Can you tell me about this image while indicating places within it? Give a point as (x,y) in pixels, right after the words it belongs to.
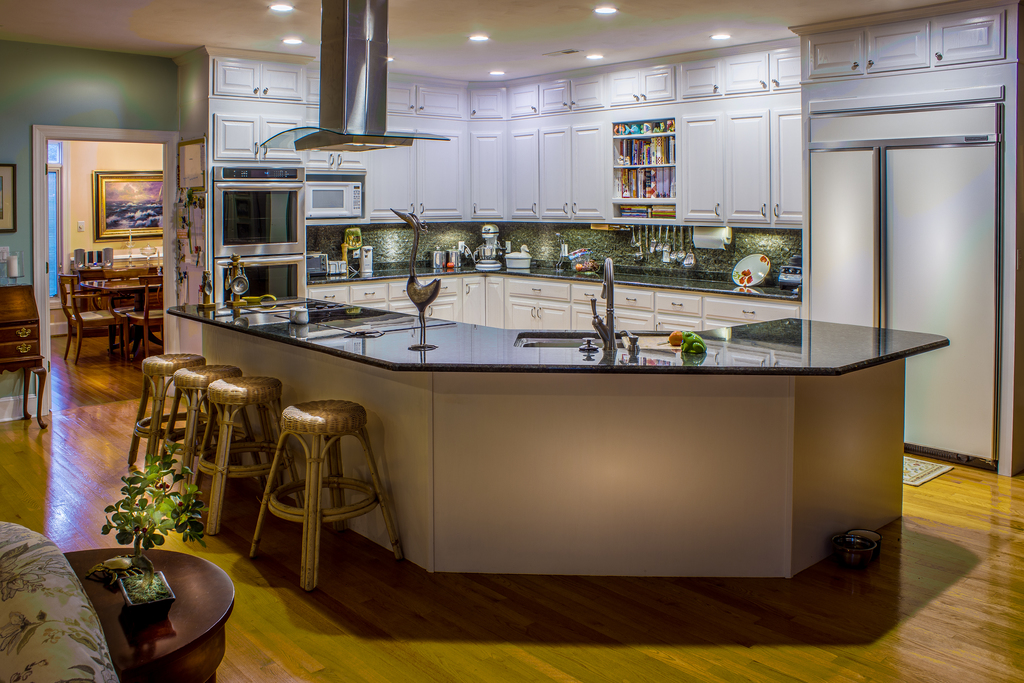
This is the inner view of a building (575,612). In which, we can see there is a kitchen room (644,321), there are stools (217,406) arranged and a plant (144,518) on a table (109,588). In the background (145,298), there are chairs (99,305) arranged around a table (131,282), there is a photo frame (103,205) on the wall (77,206) and there are other objects (15,289).
